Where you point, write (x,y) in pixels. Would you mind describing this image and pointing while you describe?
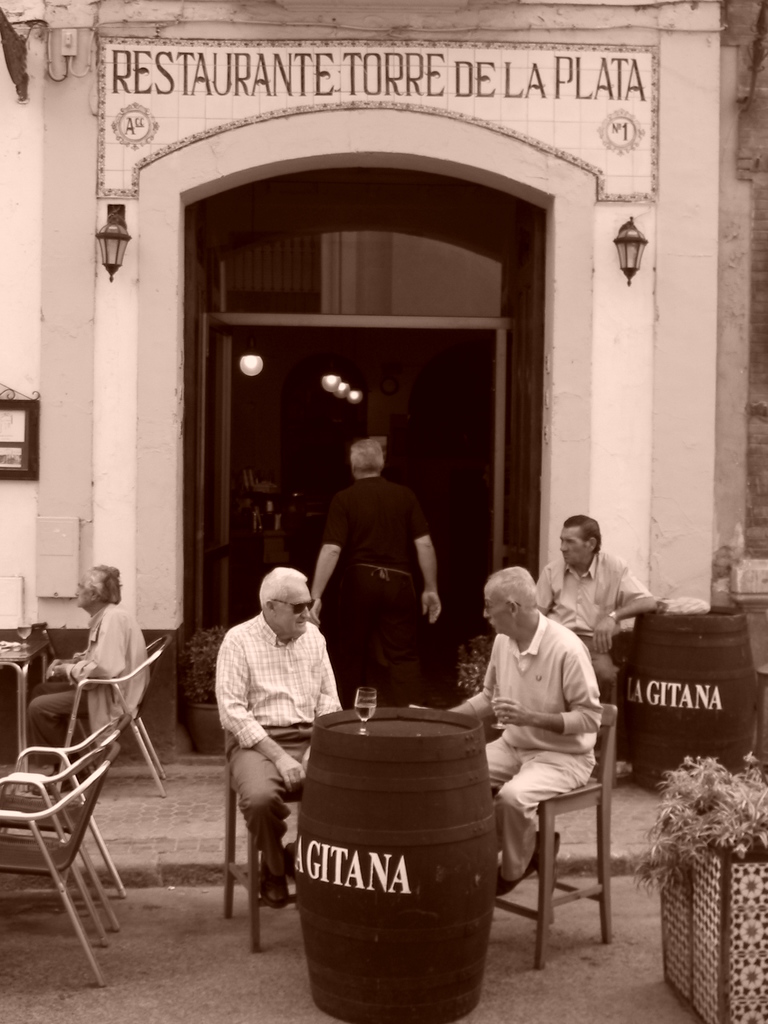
Here we can see persons (283,673) sitting on chairs (146,664) in front of a table (388,746). We can see a glass (360,708) here and empty chairs (94,755). This is a restaurant (503,192). We can see lights (342,395) inside the restaurant (329,413) and one man (388,676) is standing here. At the right side of the picture (730,904) we can see a plant (721,827) with pot (714,972).
